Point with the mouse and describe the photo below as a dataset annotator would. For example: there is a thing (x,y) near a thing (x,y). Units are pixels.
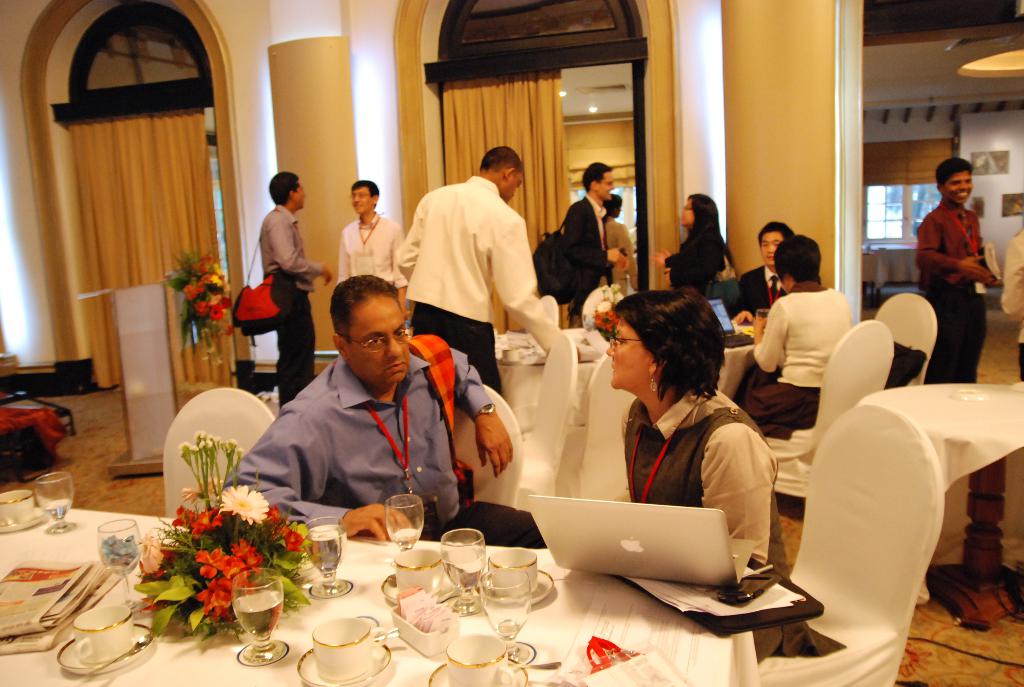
This image is taken inside a room (204,87). A person (482,400) wearing a shirt (468,400) is sitting on chair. Beside to him there is a woman (644,302) sitting before a table (702,677). On table (696,662) there are laptop (599,537), mobile (760,588), glasses (521,617), cups (327,638) and saucers (377,665), flower vase (287,564), papers (580,642) and bowl (419,601) on it. Backside of the few people (803,327) are sitting and few people (595,232) are standing. Background of image is having a wall (668,173) with curtains (111,273).
